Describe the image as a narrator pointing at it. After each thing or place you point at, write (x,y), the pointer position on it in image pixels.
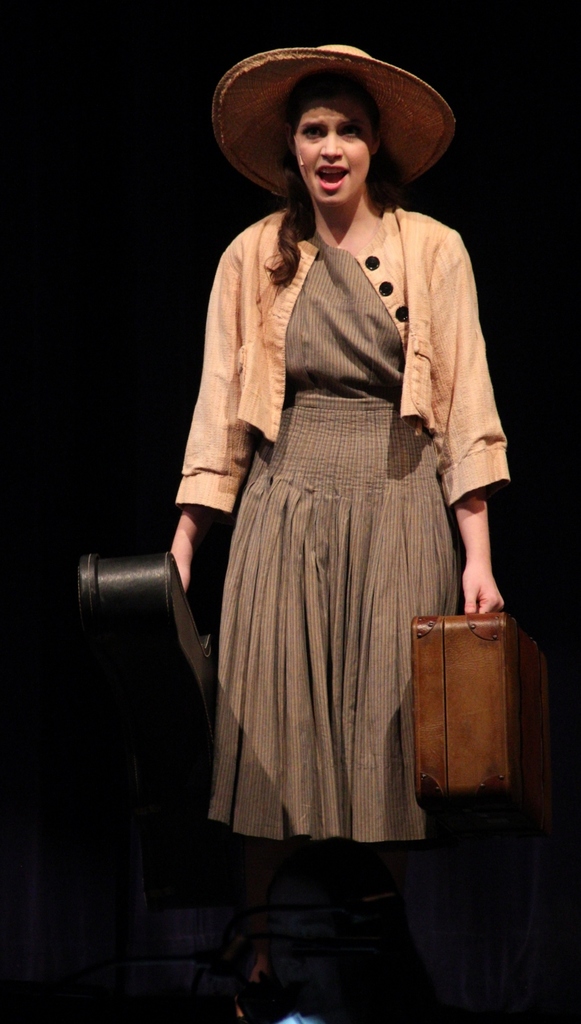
A woman (281,374) wearing a top (217,371) and a skirt (347,556) also a hat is singing and holding a suitcase (434,657) and violin bag (174,666).
